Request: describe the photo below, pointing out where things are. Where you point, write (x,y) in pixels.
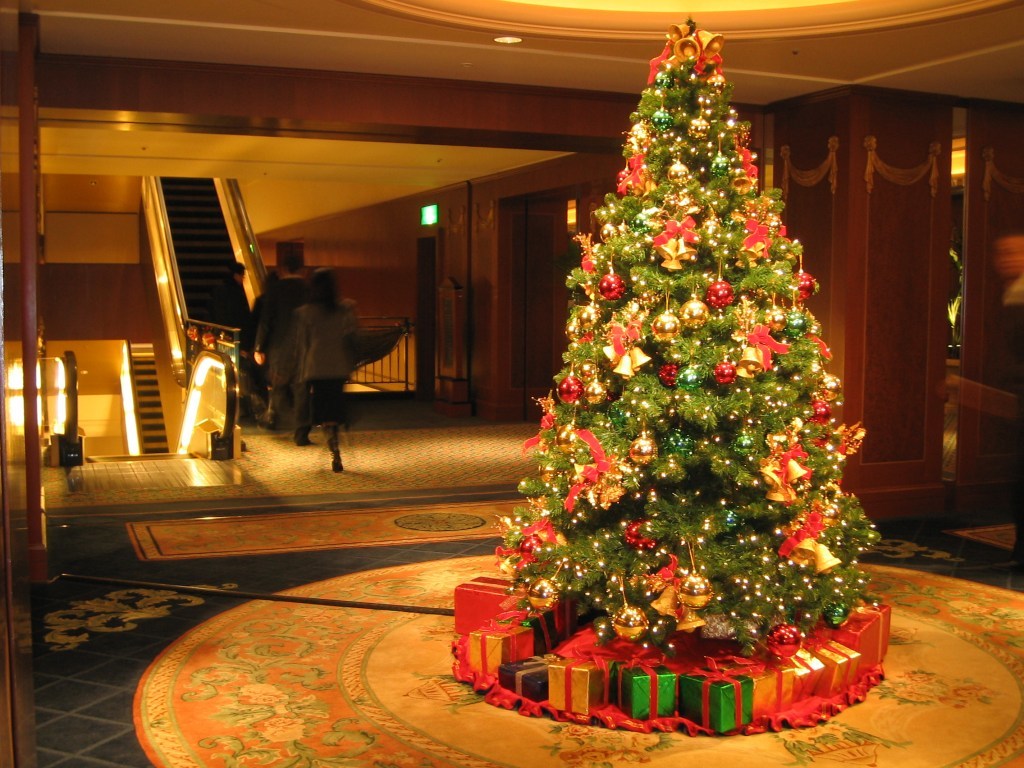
In this picture we can see a tree (680,328) with some decorative items (675,382) and under the tree (673,401) there are some gift boxes (803,665). Behind the tree (658,359) there are some people (315,363) walking and in front of the people (313,369) there is an escalator (184,224). On the right side of the people (284,325) there is a wall (479,279) with a signboard (429,217) and at the top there is a ceiling light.
